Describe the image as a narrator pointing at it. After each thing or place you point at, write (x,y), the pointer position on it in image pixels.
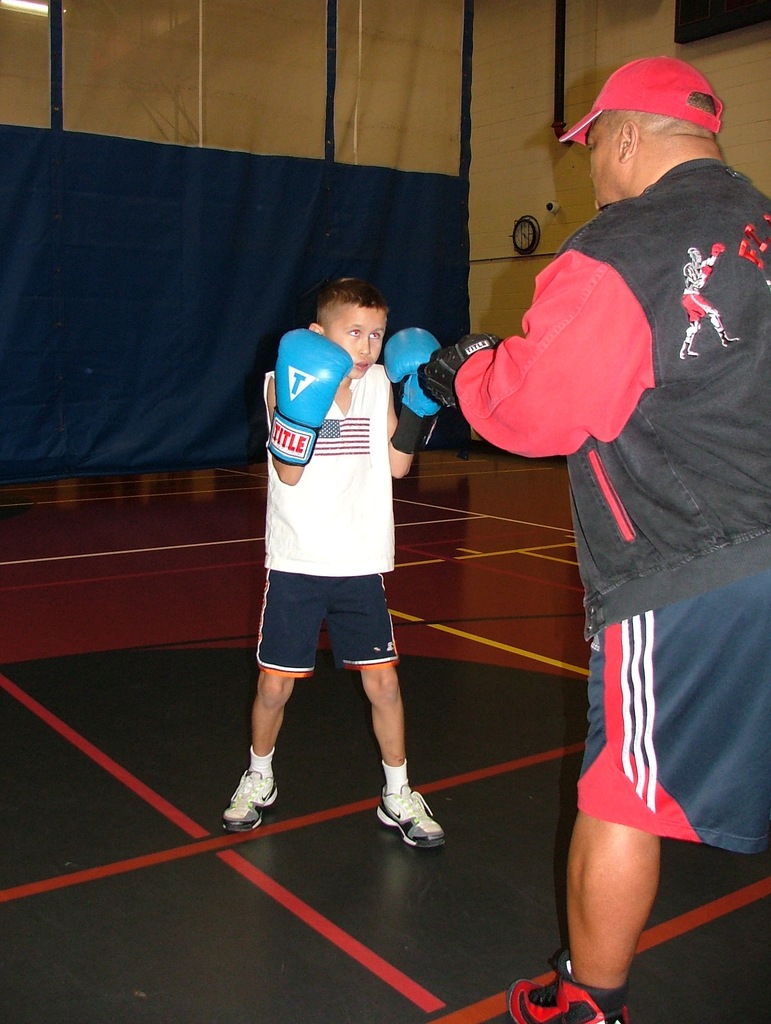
On the right (691,560) we can see a person (661,547). In the middle (274,450) we can see a kid (328,530) wearing gloves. At the bottom (349,787) it looks like there is a mat (314,943). In the background (298,112) we can see wall (521,85) and other objects (681,23).
